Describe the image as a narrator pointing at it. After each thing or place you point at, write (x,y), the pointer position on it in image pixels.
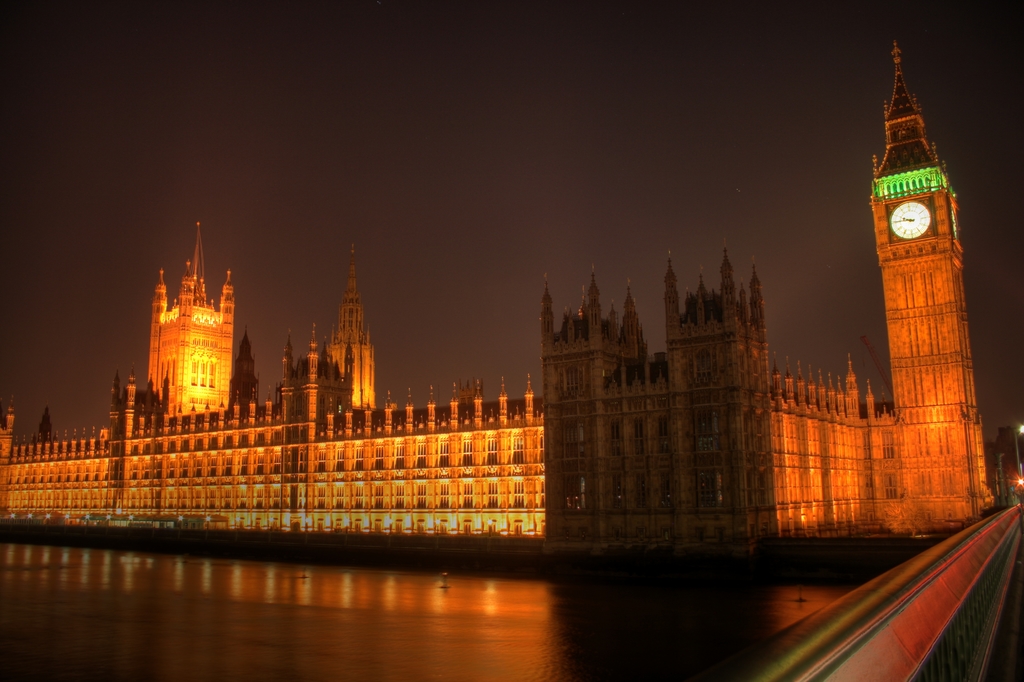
In this image I can see the building (352,454), orange colored light (343,469) on the building (253,427), a clock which is white in color on the building (912,197), the railing (859,665) and the ground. In the background (870,246) I can see the dark sky (870,214).
